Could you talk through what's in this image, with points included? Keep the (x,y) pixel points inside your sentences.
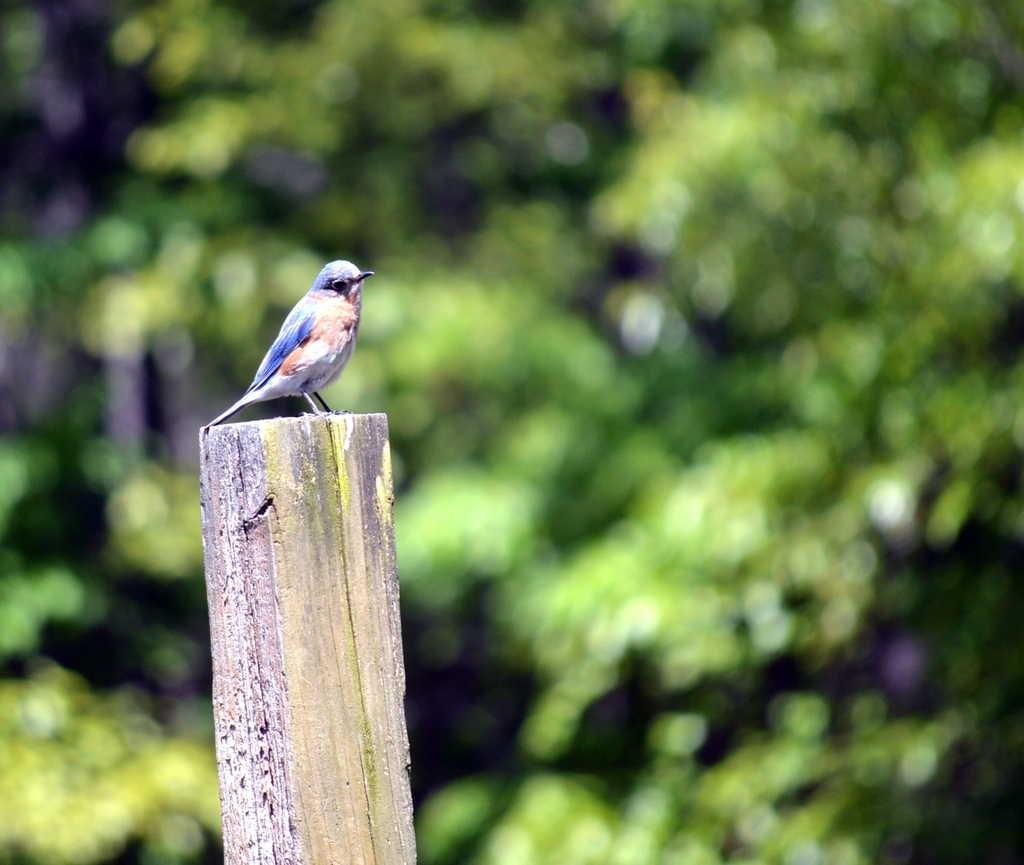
In this image a bird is standing on the wooden trunk (318,682). Behind it there are few trees (175,494).
